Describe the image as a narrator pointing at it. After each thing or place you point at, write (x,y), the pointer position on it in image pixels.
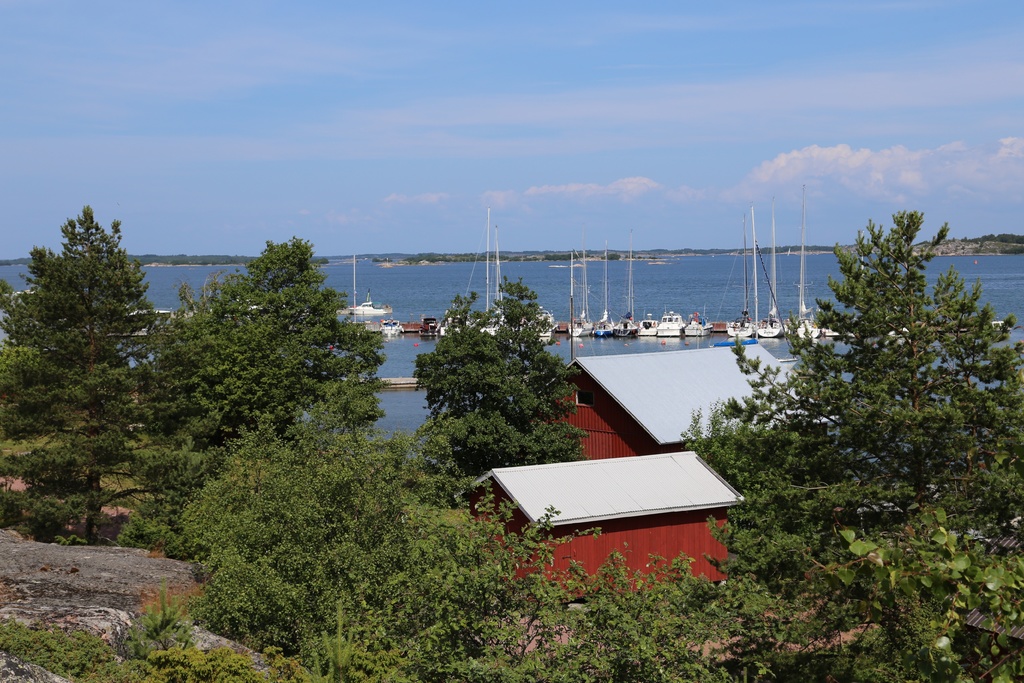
In this image I can see few houses (611,402), trees (502,385), few ships (740,325) on the water (640,340). The sky (538,151) is in blue and white color.
